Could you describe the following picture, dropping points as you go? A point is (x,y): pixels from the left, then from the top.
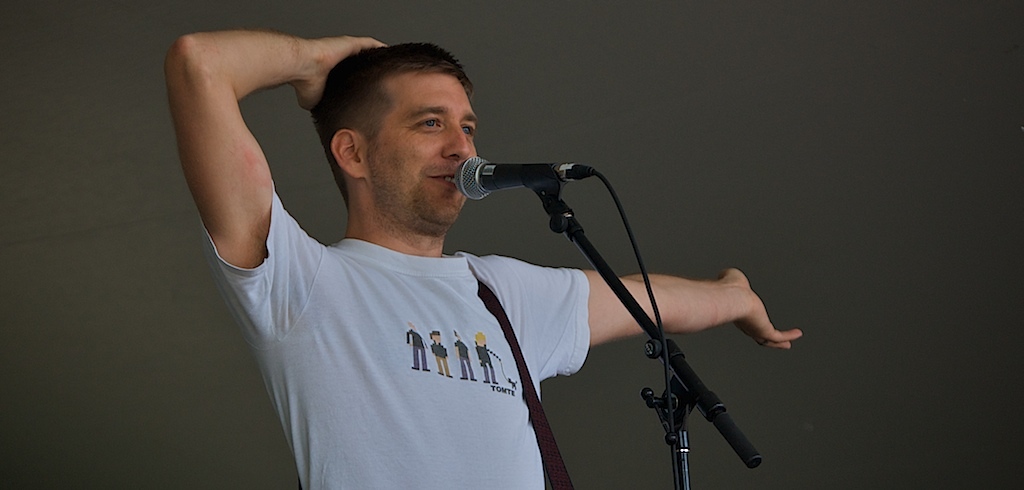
In this image there is a man (424,316) standing. He is stretching his one hand (617,300) and other hand (212,109) is on his head (364,70). There is a bag strap (531,376) on his shoulder (499,291). In front of him there is a microphone (517,173) to its stand (593,255). He is smiling. In the background (143,66) there is a wall (97,389).
